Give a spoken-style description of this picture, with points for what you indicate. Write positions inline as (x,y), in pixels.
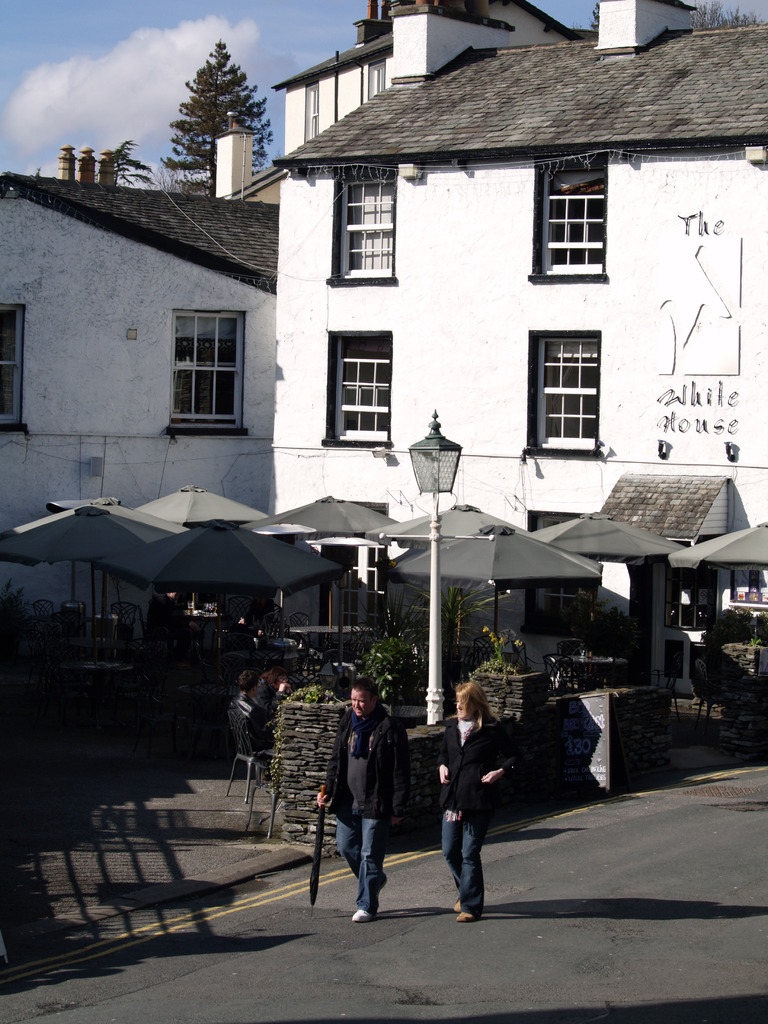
In the picture I can see people (471,875) walking on the road (398,962). In the background (322,442) I can see buildings (289,500), stalls (277,551), trees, the sky (155,155) and some other objects (323,728).
